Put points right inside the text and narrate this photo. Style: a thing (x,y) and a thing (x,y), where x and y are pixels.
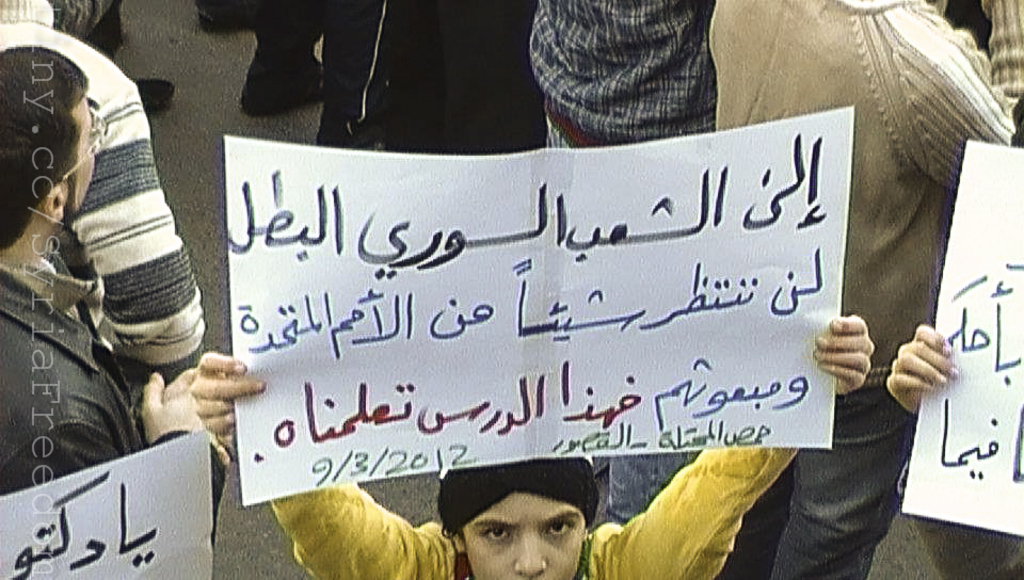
In image in the foreground (414,444) there are some persons (215,409) who are standing and some of them are holding some placards (712,368), and in that placards (255,405) there is some text (122,515) written, At the bottom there is a road (210,302).
